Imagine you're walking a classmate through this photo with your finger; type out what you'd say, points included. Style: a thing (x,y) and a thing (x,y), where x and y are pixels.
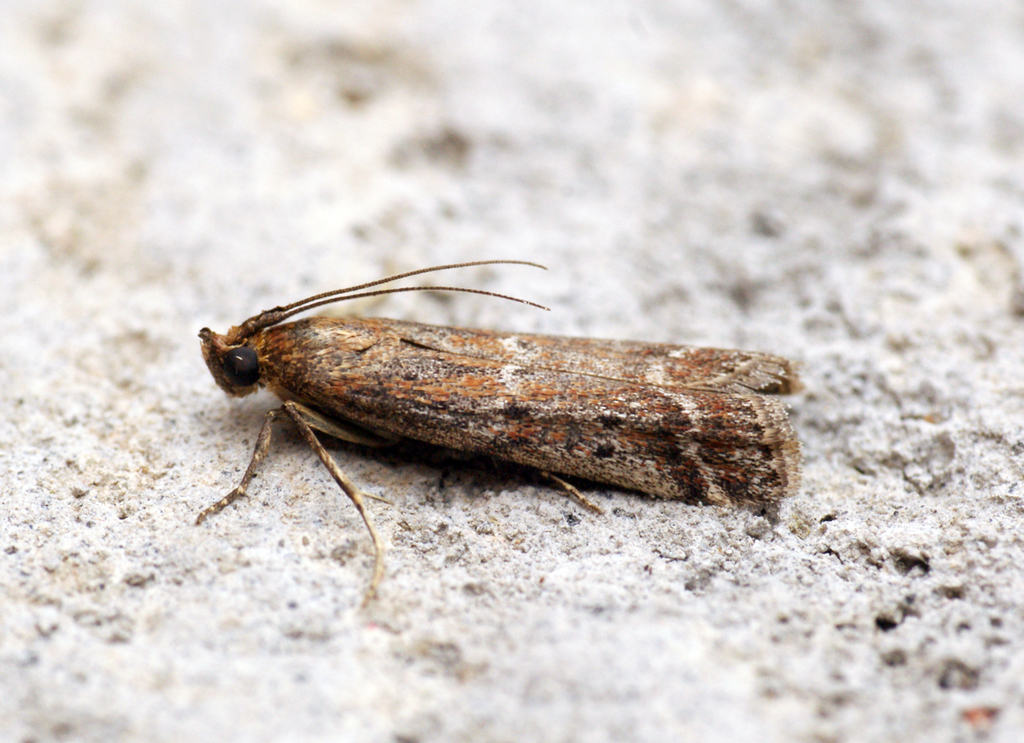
In this image there is an insect (546,400), in the background (189,204) it is blurred.
